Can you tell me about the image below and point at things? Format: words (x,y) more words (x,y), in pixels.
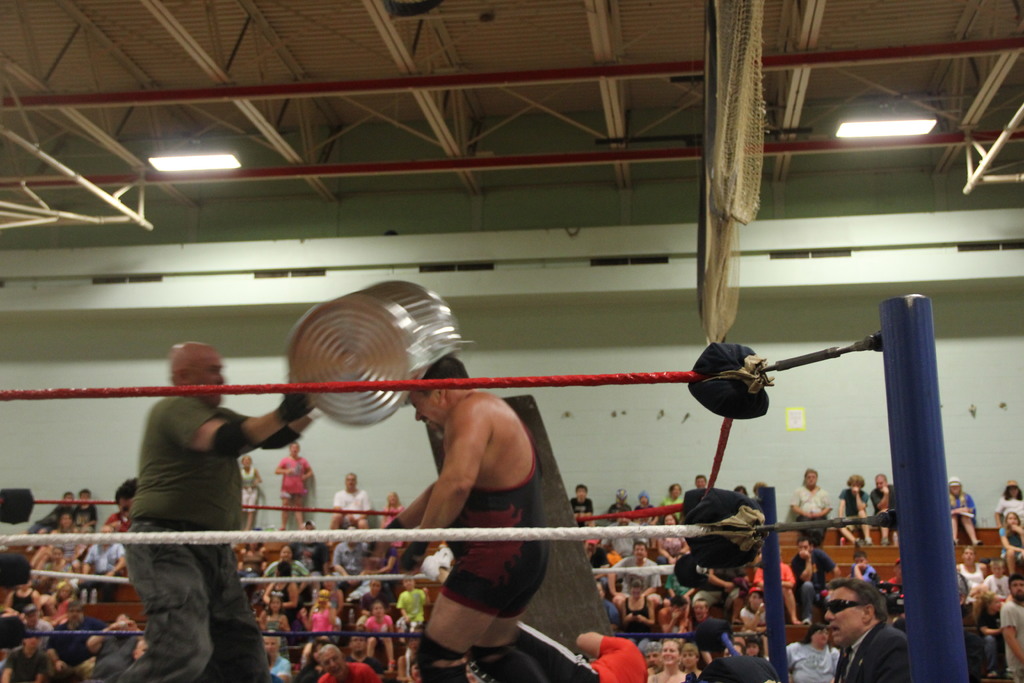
In this image there are two persons (464,457) fighting in the wrestling ring (913,504), behind them there are a few spectators (668,542). In the background (598,392) there is a wall (557,351), at the top of the image (205,86) there is a ceiling (166,181).
